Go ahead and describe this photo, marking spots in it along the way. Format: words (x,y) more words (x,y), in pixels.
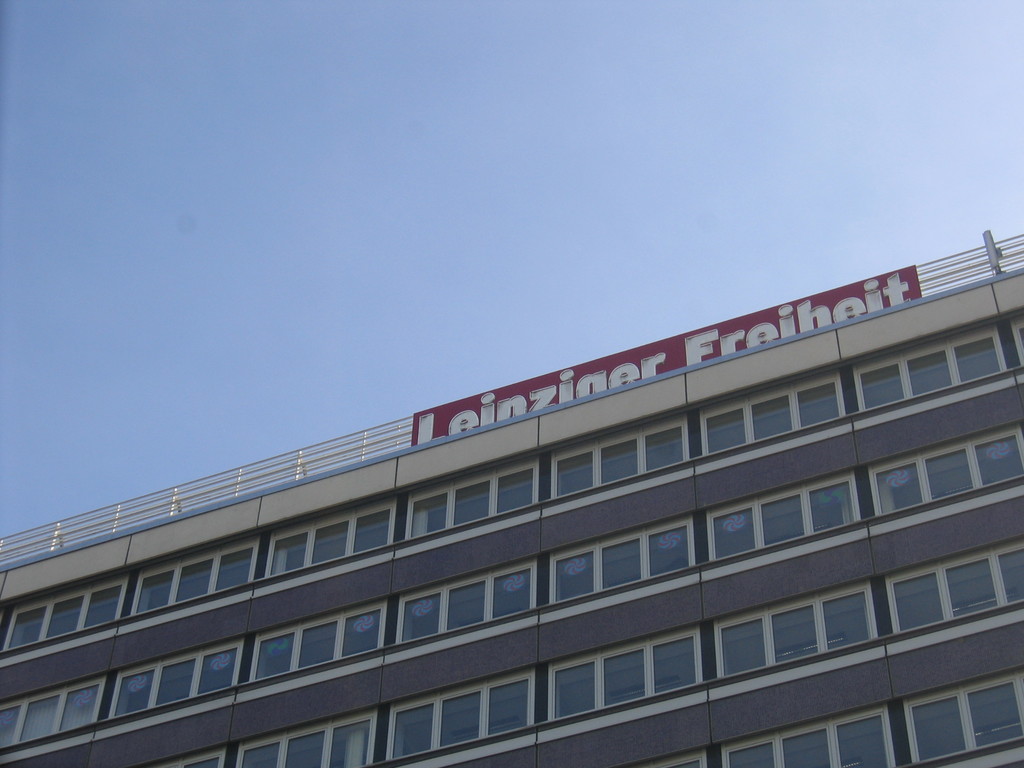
In this picture there is a building (701,528) and there is a board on the building (772,366) and there is a text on the board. At the top (381,180) there is sky (311,171). There are lights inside the building (864,657).
